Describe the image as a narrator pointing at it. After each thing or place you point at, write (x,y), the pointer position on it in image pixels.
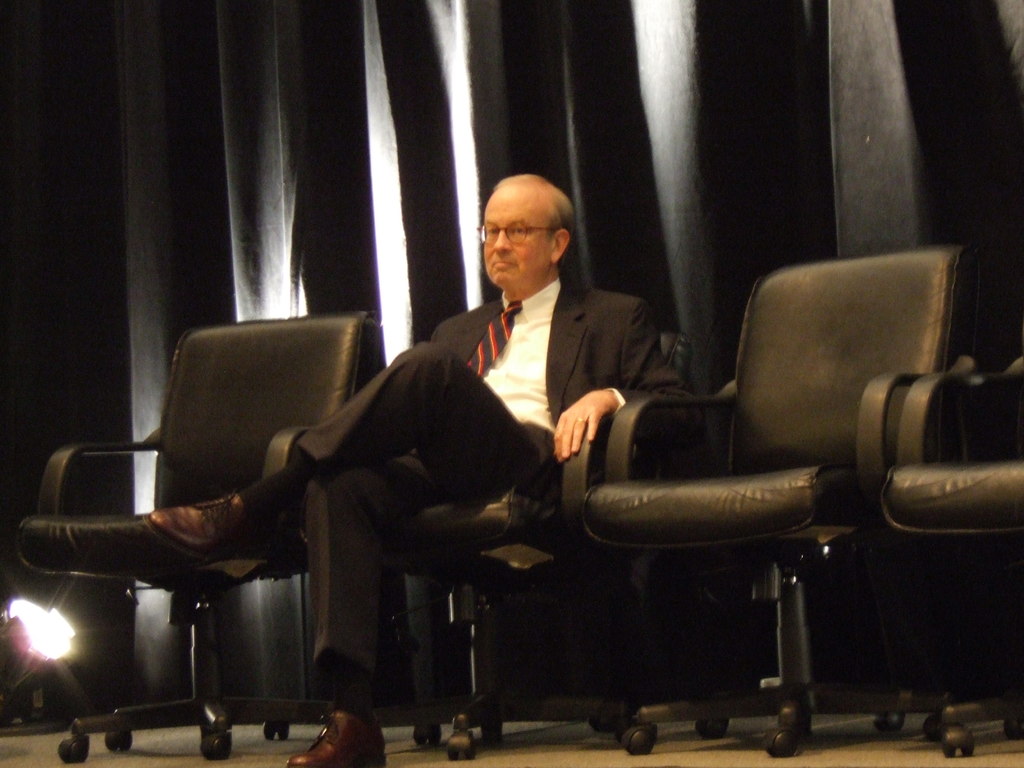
Here we can see group of chairs (718,498) present and a old man (611,336) sitting on a chair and behind him we can see curtain (523,142).
